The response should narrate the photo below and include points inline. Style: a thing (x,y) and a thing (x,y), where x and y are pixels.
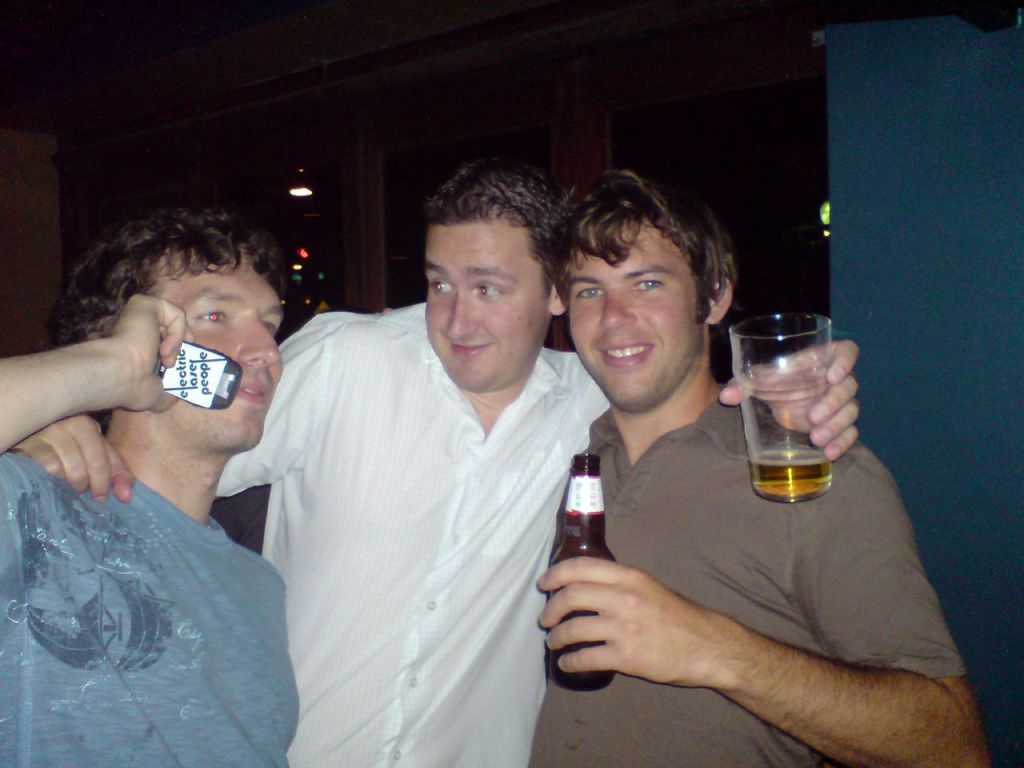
Here we can see 3 men (290,345) standing and the guy (702,637) at the right side (786,578) is having a bottle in his hand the guy (472,455) in the middle (569,472) is having a glass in his hand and the guy (212,429) on the left side (206,418) is talking to someone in his mobile phone (190,388).
